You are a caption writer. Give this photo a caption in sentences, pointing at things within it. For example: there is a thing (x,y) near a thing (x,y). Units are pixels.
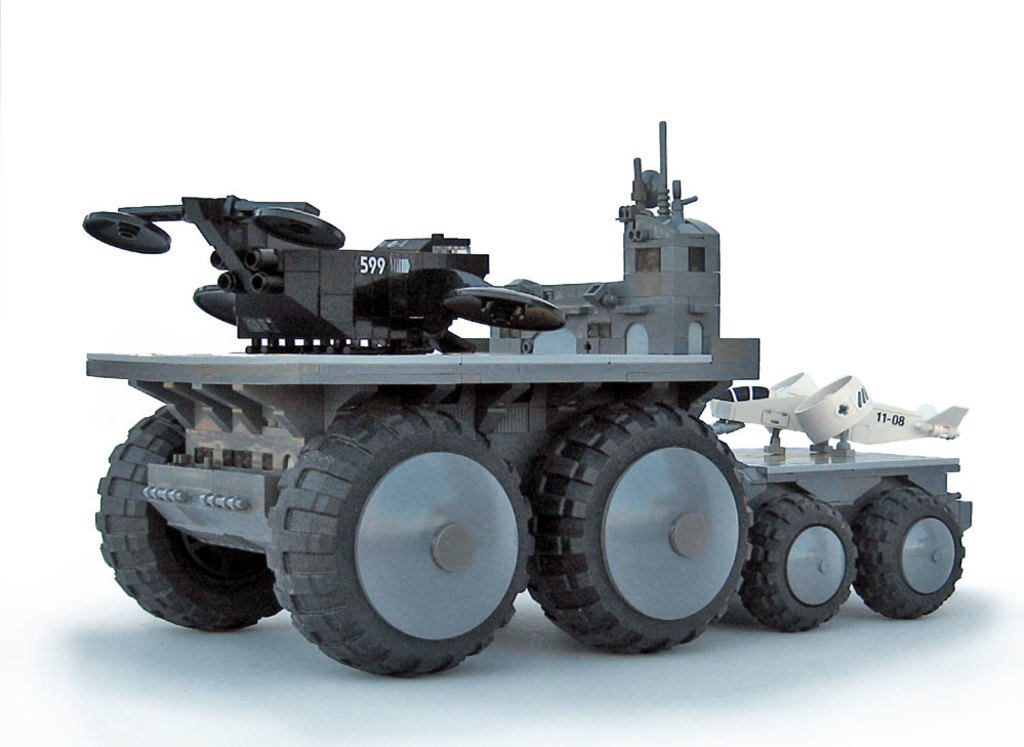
Here we can see a vehicle (629,612) and there is a white background (996,275).
